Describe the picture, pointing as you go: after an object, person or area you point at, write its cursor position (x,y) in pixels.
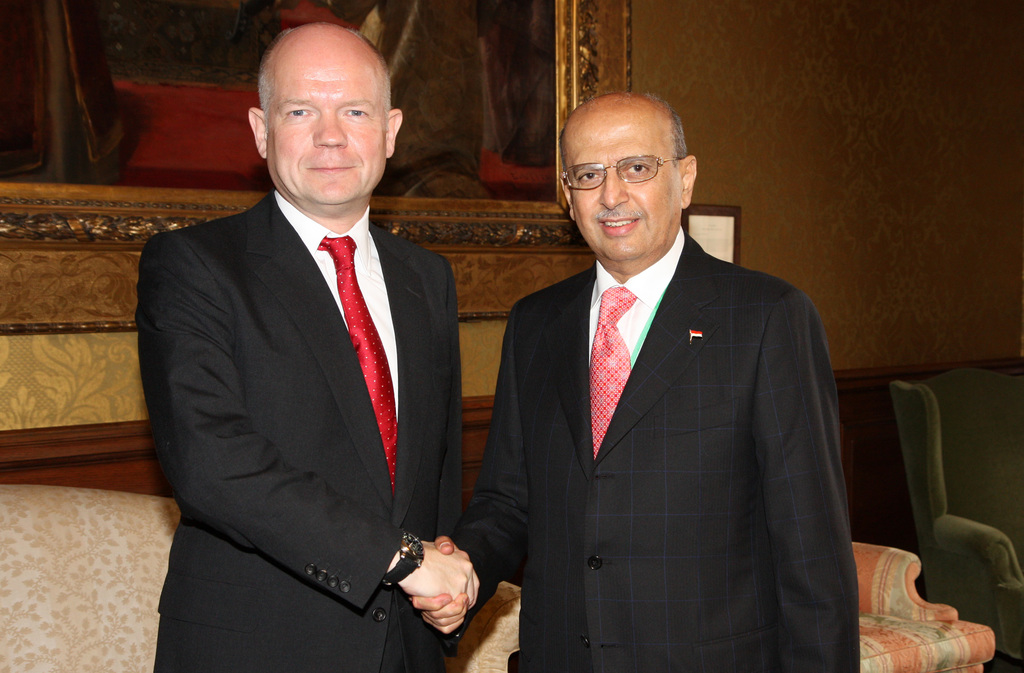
In the image we can see there are men (181,533) standing and they are wearing formal suit (699,435), wrist watch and tie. Behind there is photo frame (476,76) on the wall (947,54) and there is sofa (28,591) on the ground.
